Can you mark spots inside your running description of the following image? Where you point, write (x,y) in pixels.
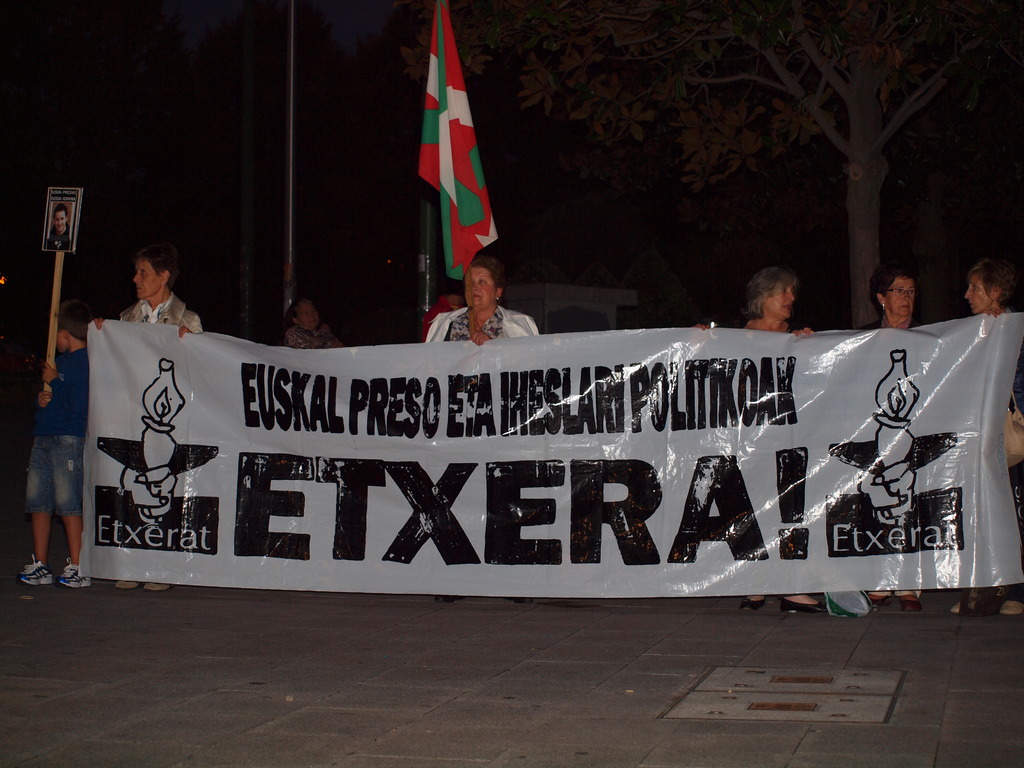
In this image, we can see few people (84,350) are holding sticks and banner (498,527) on the platform (295,671). Background (903,212) we can see trees (941,225), poles (249,270).
